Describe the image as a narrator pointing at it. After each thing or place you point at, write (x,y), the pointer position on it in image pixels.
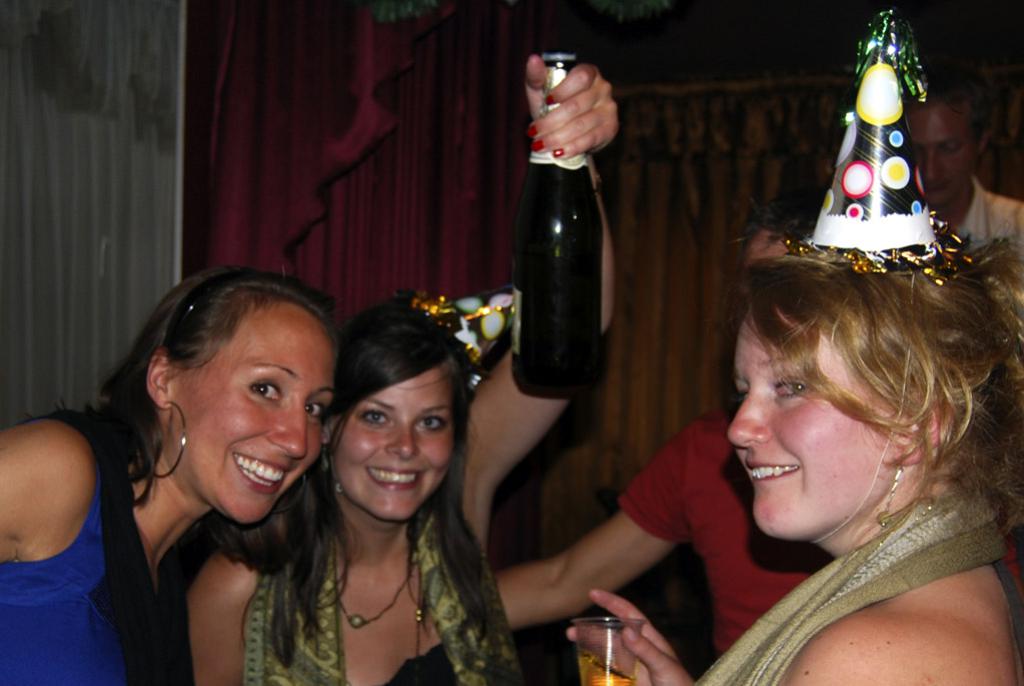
In this image I can see five people (743,421). Among them one person (387,528) is holding the bottle (520,338) and another one is holding the glass (607,648).
